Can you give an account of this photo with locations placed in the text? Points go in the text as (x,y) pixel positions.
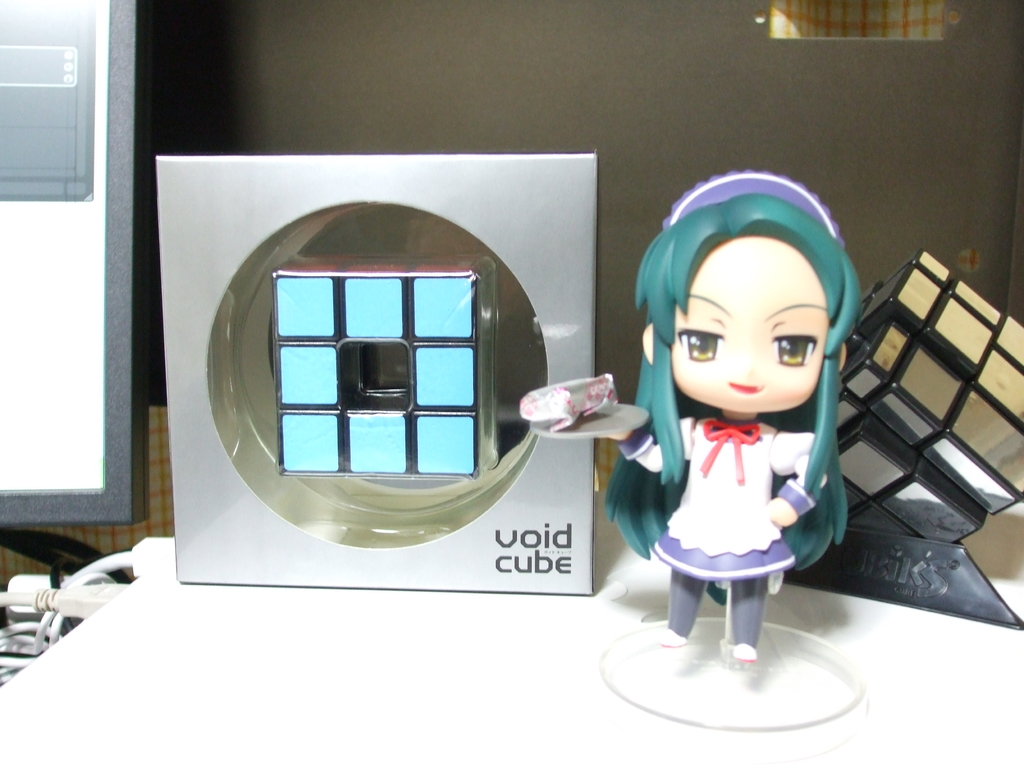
In this image there is a toy (696,708) and two Rubik's cubes (961,357) on the object (129,626), and at the background (15,601) there are cables (0,635), board (359,132).
